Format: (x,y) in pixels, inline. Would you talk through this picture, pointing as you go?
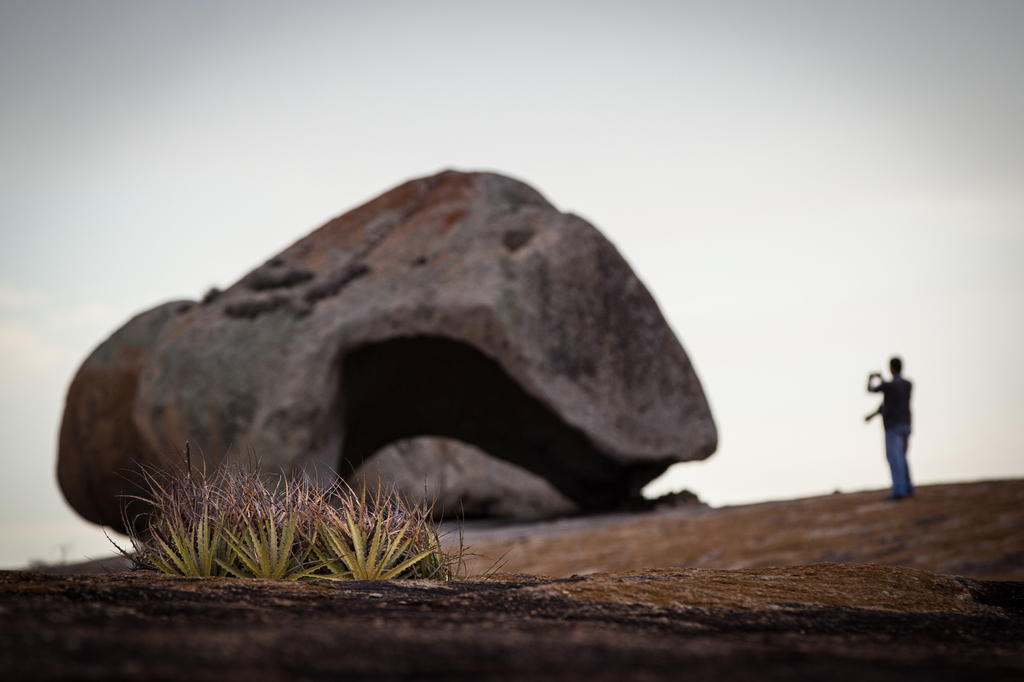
In this image we can see a rock (474,333). There is a person (900,409) standing and holding some object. There is a sky (803,151) and few plants (285,523) in the image.
